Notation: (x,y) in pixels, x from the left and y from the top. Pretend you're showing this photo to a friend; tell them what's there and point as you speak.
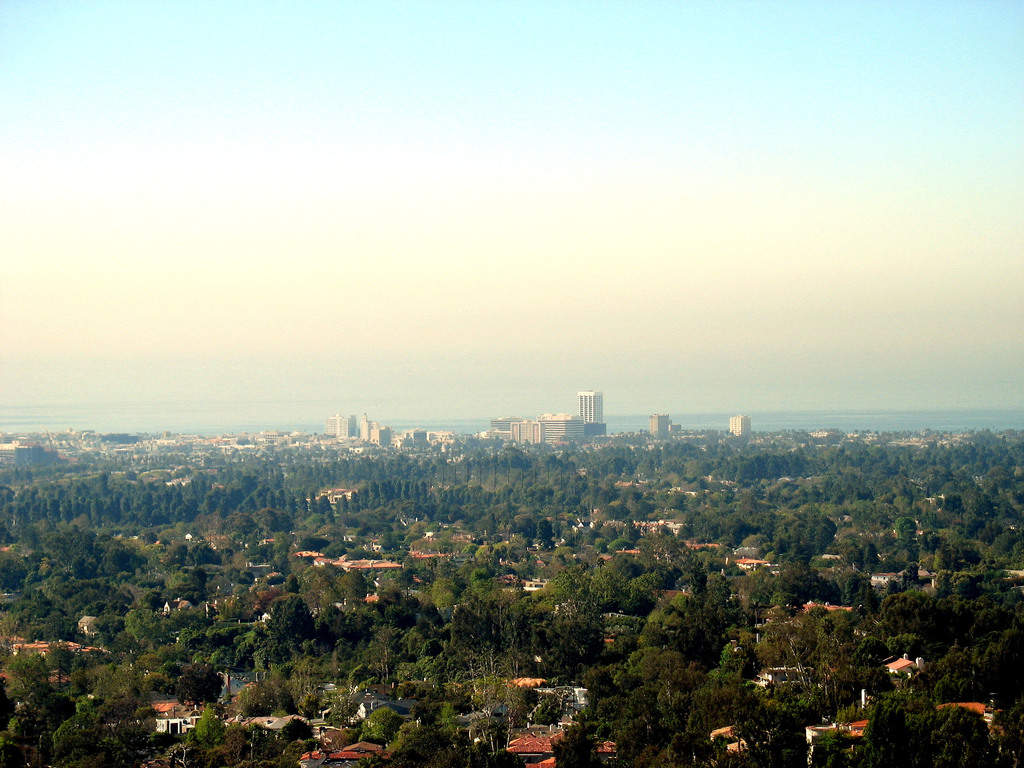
In this image there are few buildings (278,718) in between the trees (365,617). Top of image (488,202) there is sky (471,123).
